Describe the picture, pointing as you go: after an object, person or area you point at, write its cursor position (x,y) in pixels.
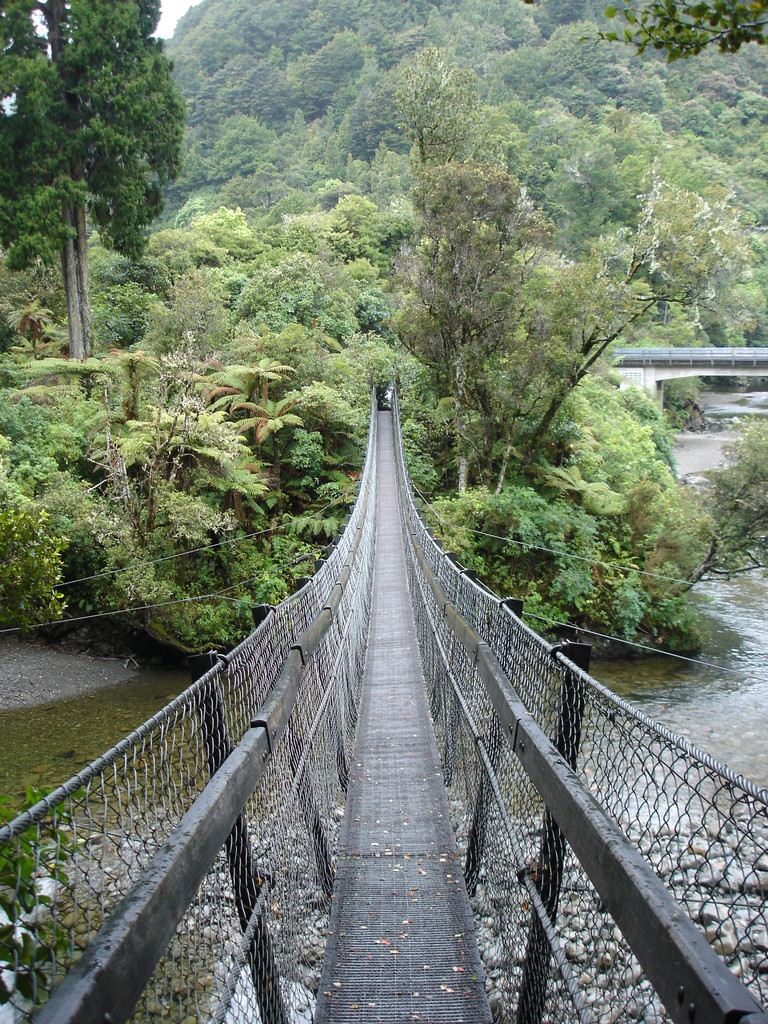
This picture shows few trees (422,501) and we see a bridge (183,704) and water (74,735).
